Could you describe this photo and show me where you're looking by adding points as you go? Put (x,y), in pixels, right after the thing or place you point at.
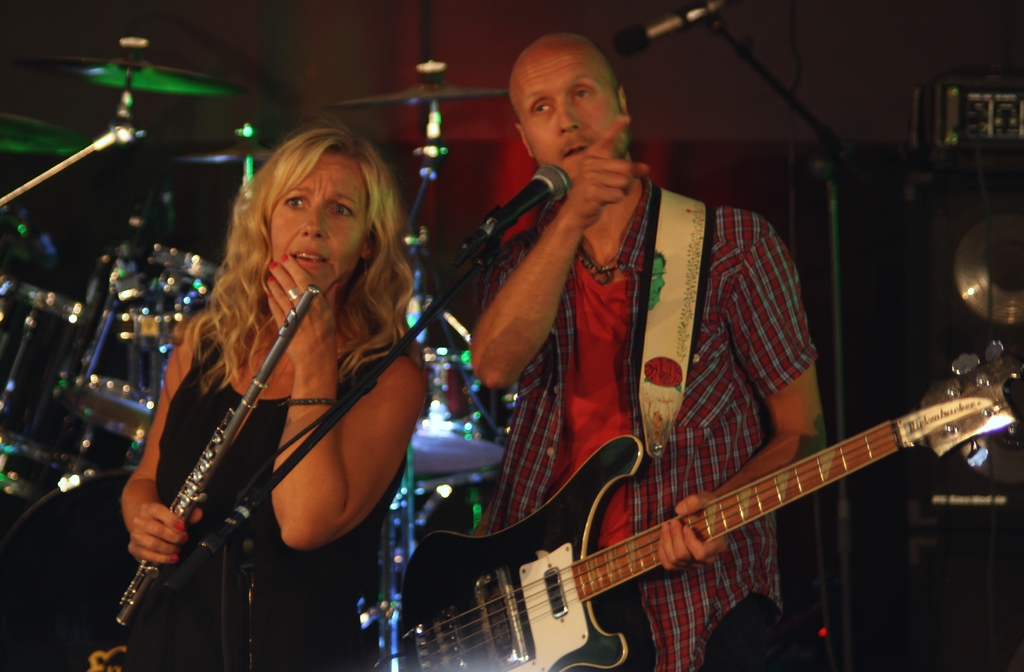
This woman (308,599) wore black dress (207,596) and holding a flute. This man (515,467) wore shirt (702,366) and holding a black guitar (571,596). In-front of this man (590,244) there is a mic (518,198) with holder (498,219). At background (33,315) there are musical instruments (89,281). This is speaker (978,288), above the speaker (989,211) there is a device (1004,136).
